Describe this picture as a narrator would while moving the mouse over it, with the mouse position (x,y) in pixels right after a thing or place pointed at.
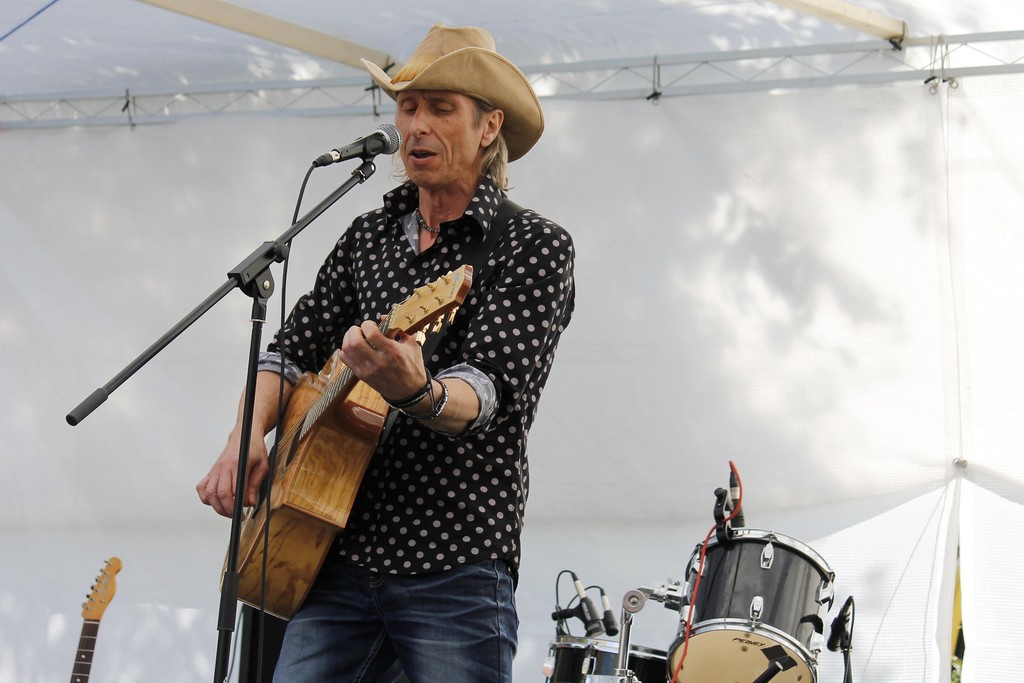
This picture shows a man (408,227) wearing a hat (495,77) and holding a guitar (302,438) in his hand (361,358). He is playing. He is singing in front of a microphone (348,145) and a stand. In the background (597,584), there is a drum (709,566) and a cloth (664,350) here.
